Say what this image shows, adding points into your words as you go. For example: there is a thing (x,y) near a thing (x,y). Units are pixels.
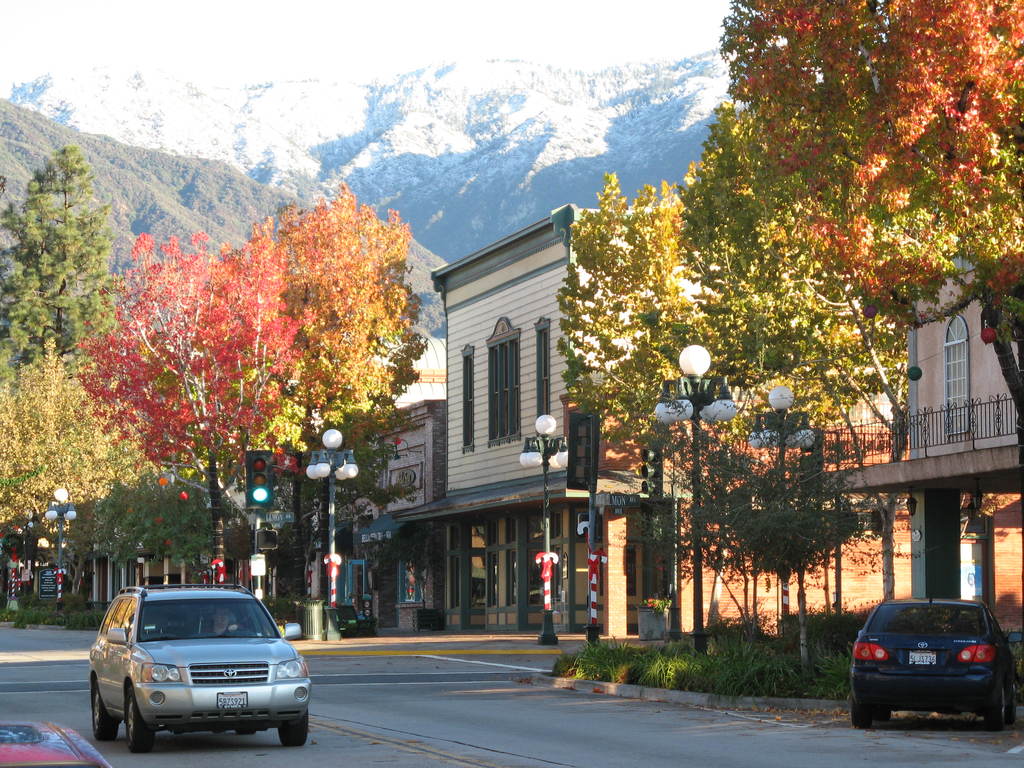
In this image there are cars (271,634) on the road (517,739). We can see buildings (402,452), trees (324,427), poles (330,541) and lights (308,469). There are traffic poles (256,491). In the background (637,158) there are hills (330,131) and sky (305,47).
